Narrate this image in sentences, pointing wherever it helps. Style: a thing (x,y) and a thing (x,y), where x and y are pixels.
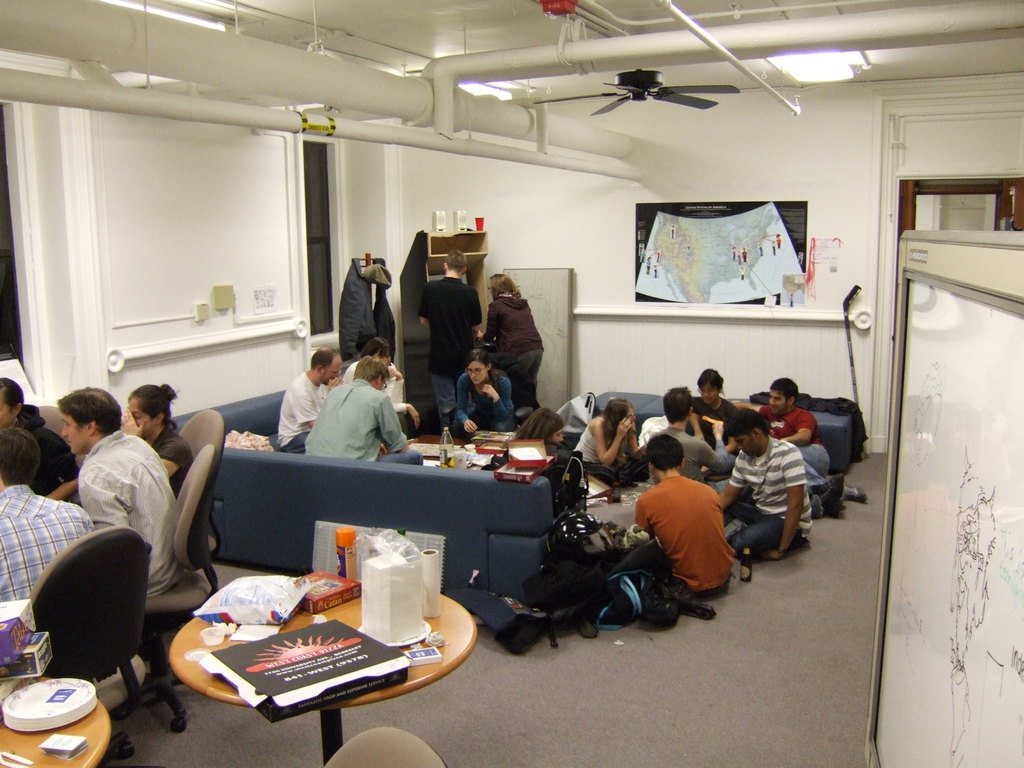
This image is clicked in a room (517,448). There is a sofa (497,539) in the middle (388,507) and there is a table (450,626), on the table (412,674) there is a paper (344,648), cover (287,612). There are people (799,444) sitting on the sofa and chair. There is a light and fan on the top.
